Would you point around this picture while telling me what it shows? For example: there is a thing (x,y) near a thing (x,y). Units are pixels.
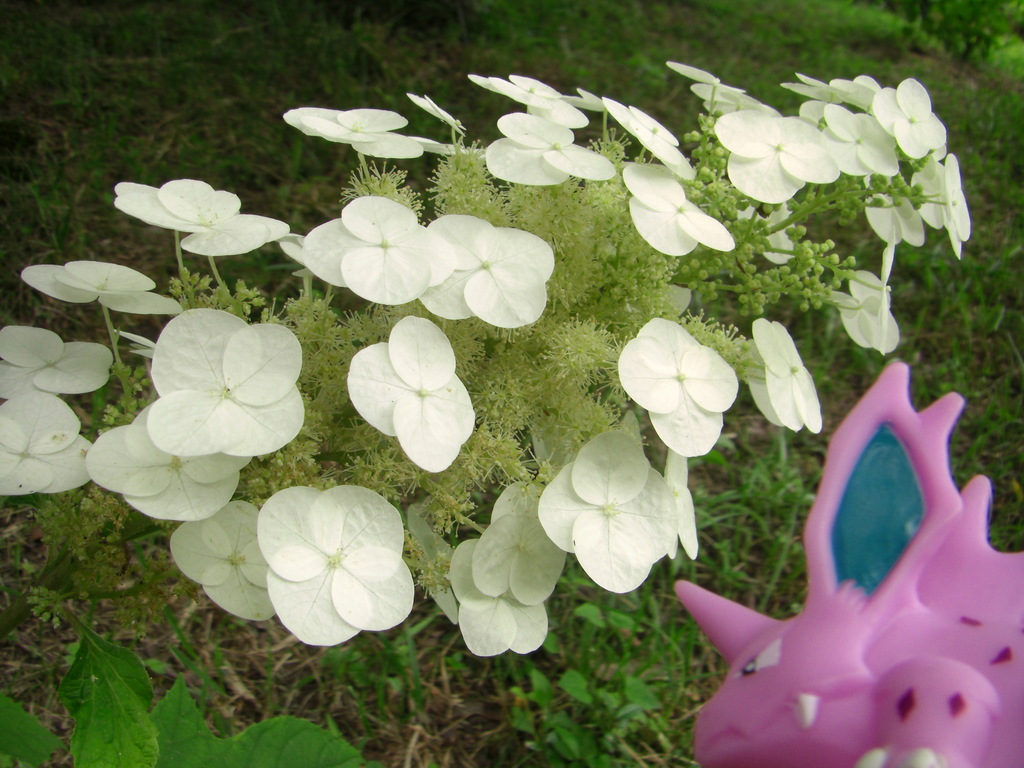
This image is taken outdoors. At the bottom of the image (548,709) there is a ground (208,628) with grass (557,628) and a few plants (546,689) on it. On the right side of the image (845,462) there is a toy (716,733). In the middle of the image (676,408) there is a plant (233,309) with beautiful flowers (279,367).
